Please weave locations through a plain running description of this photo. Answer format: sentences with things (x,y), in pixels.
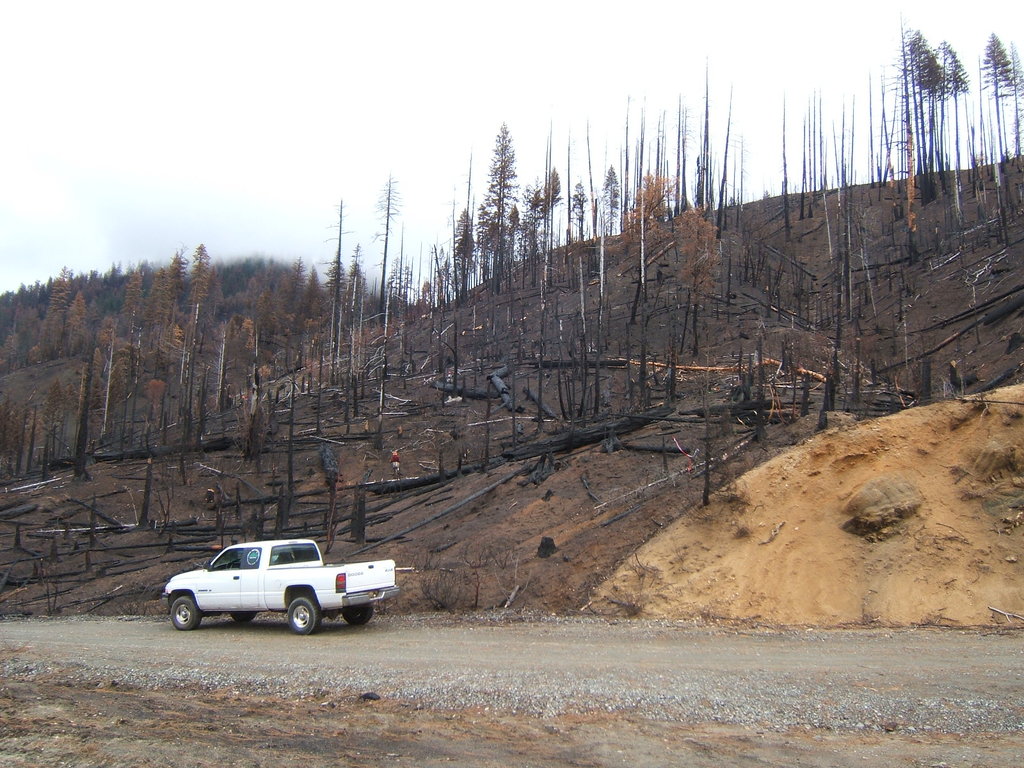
On bottom left (200,582) there is a white car (196,598) on the road (329,627). In the background (388,474) we can see many trees (102,289) on the mountain (656,338). On the top (390,232) we can see sky (306,138) and clouds (361,149).
